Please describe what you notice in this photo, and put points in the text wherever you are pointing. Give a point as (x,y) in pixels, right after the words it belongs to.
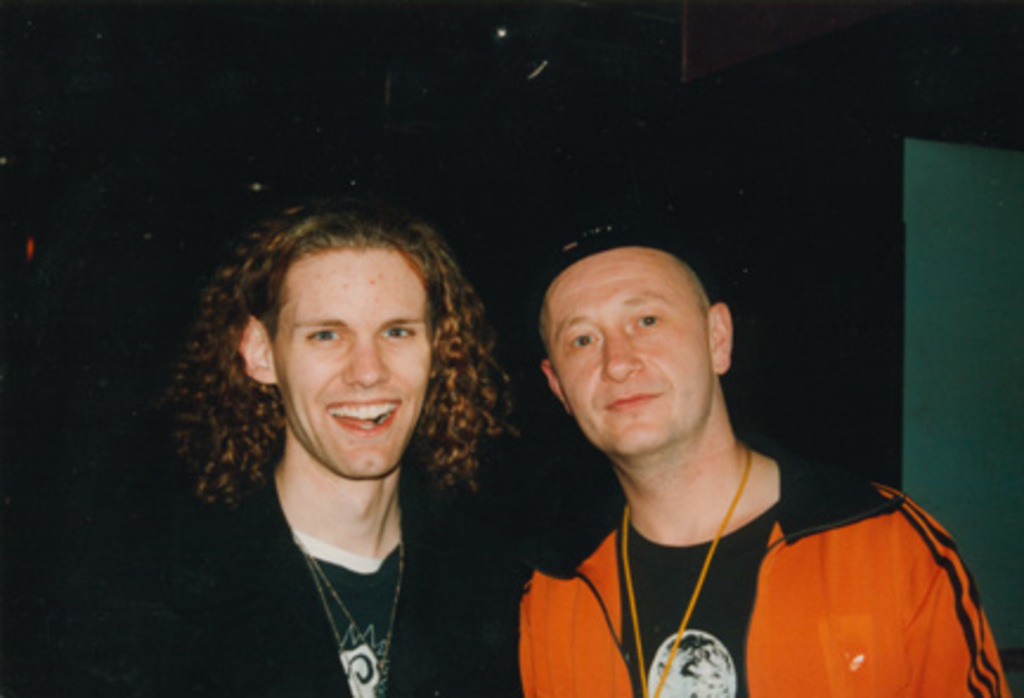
This image consists of two men (709,592). To the right (858,612), the man (869,614) is wearing orange jacket (854,610). To the left (210,609), the man (367,609) is wearing black jacket (301,593). In the background (803,179), there is a wall (918,333).
